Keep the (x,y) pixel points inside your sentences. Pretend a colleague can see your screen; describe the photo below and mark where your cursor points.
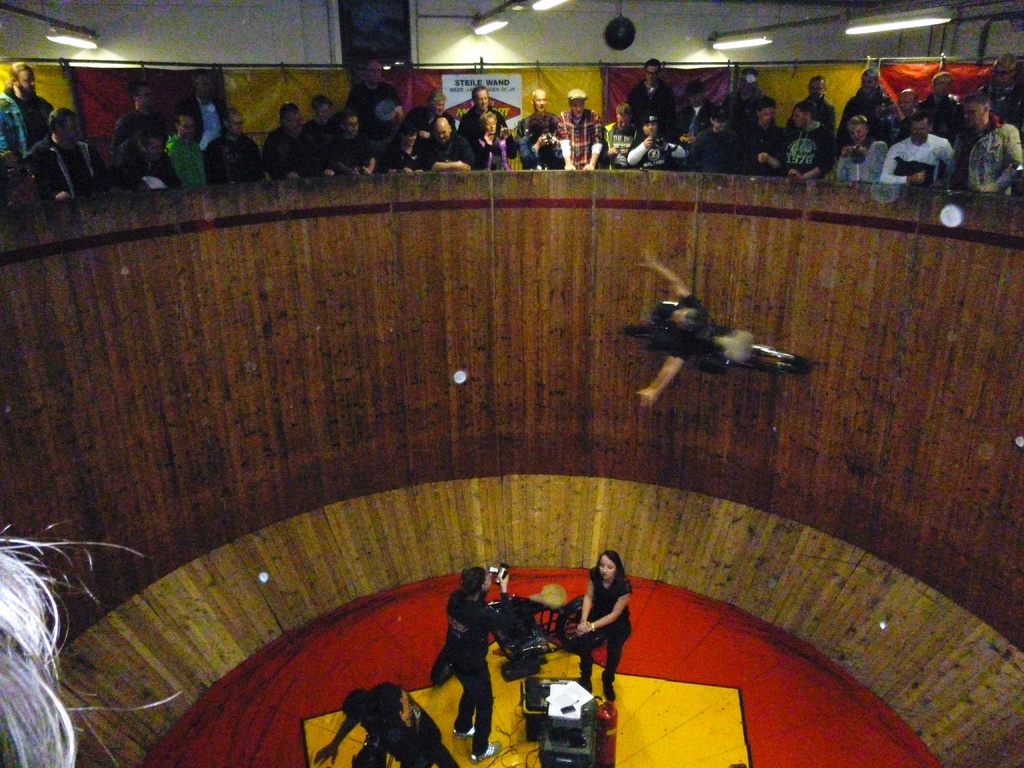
Here we can see group of people (972,114) and there is a person (648,382) in the air. In the background (266,102) we can see lights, banners (954,79), and wall (495,48). At the bottom of the image (618,558) we can see three persons (618,582) and objects (583,732).
